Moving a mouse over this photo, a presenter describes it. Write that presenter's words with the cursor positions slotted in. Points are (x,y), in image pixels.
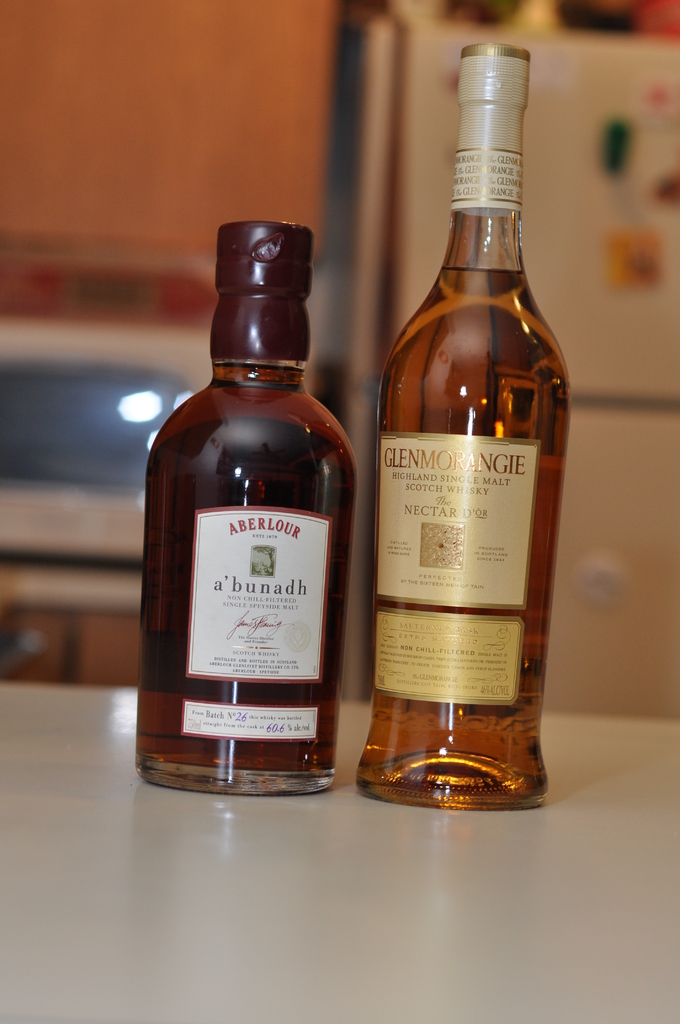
In this picture there are two bottles (479,614). One bottle (267,558) is short and one bottle (448,548) is long on the table (235,847). There is a refrigerator (614,374) which is white in color. There is a device (76,407) on the table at the background (40,375).
